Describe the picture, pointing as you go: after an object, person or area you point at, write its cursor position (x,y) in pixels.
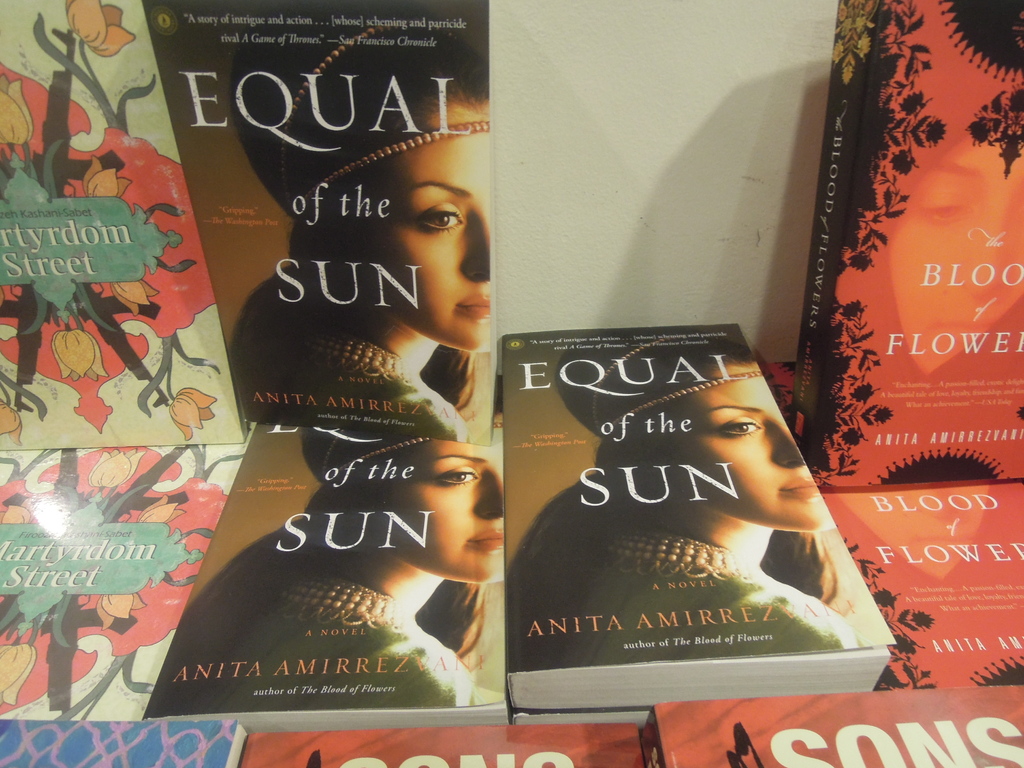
In the picture we can see a story book (307,242) near the wall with a name equal of the sun and another book (1019,441) we can see blood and flowers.
